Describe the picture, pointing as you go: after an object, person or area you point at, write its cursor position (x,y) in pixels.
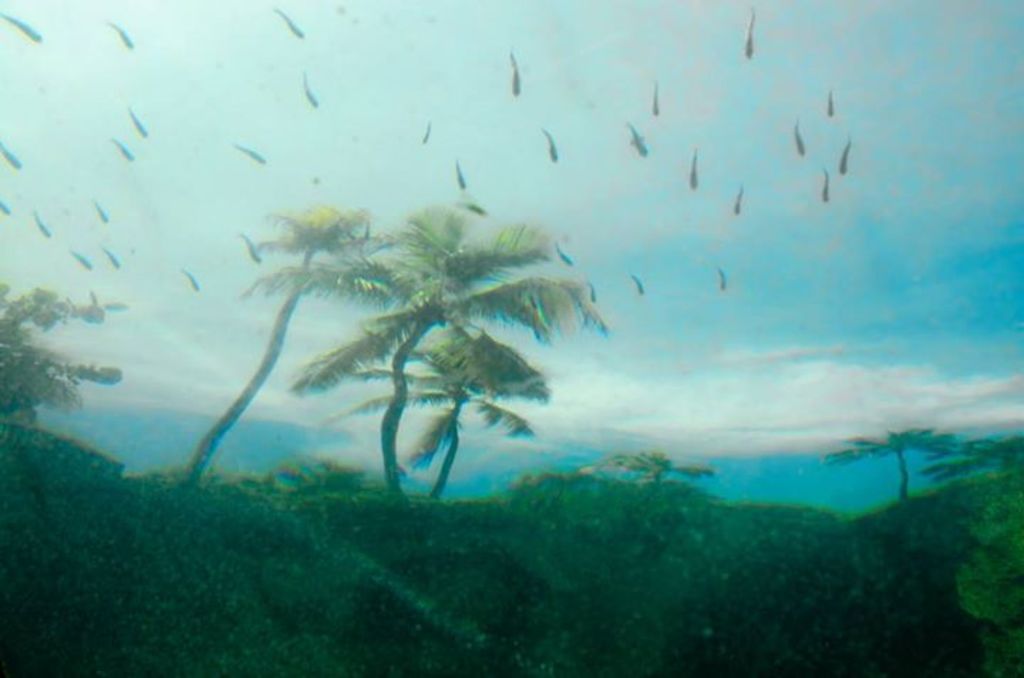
In the image we can see there is a poster (464,511) in which there are lot of trees (399,408) and there are hills (322,569). There are fish (519,78) swimming in the water (625,152).
